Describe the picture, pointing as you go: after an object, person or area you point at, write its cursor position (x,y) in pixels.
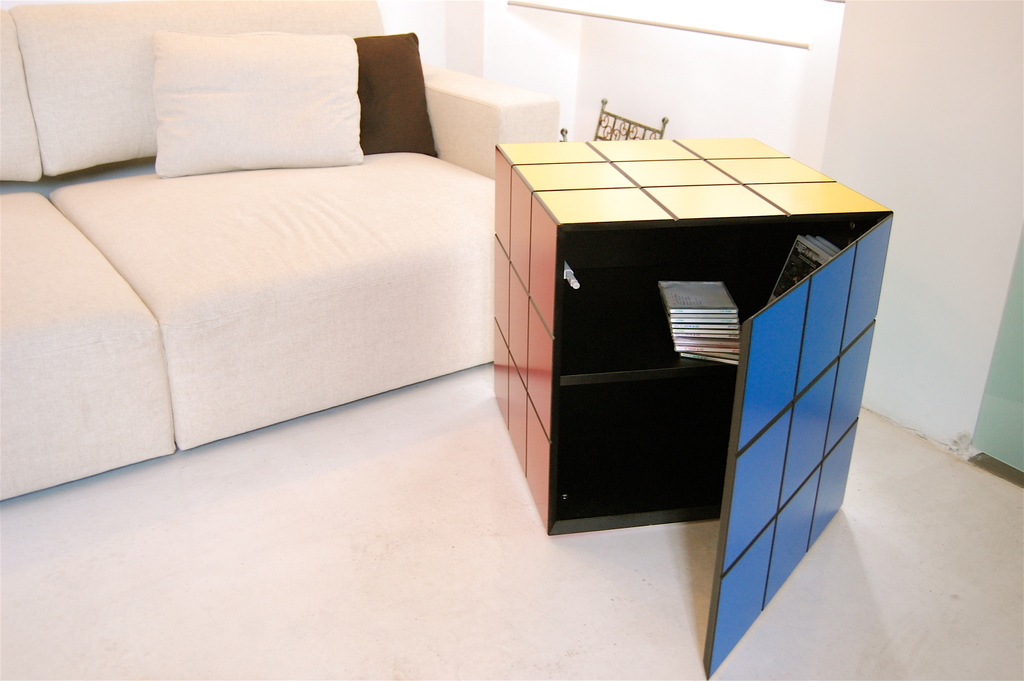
This picture we see a sofa (373,380) with two pillows (354,89) and a cupboard (497,156).
